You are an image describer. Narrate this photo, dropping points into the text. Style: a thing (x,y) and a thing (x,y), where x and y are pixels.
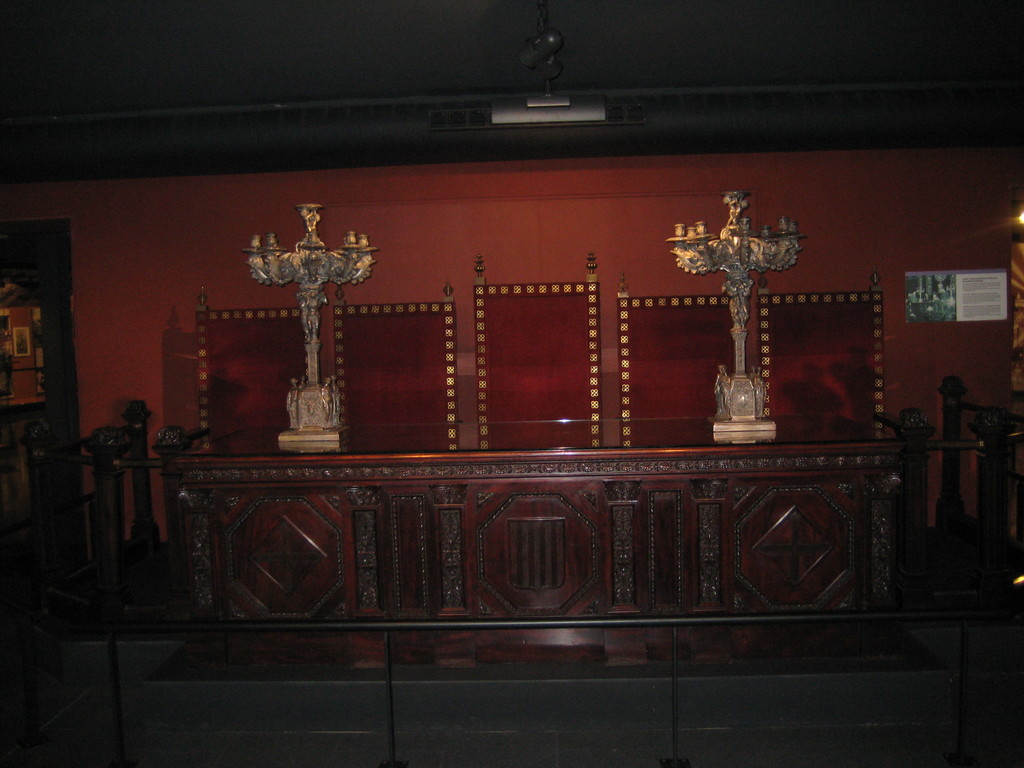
In this image in front (487,620) there is a metal fence (720,619). In the center of the image (673,496) there is a wooden desk (475,487). On top of it there are two objects (734,394). Behind the table (554,462) there are chairs (380,363). In the background of the image (589,236) there is a wall (774,190) with the poster (933,298) on it. On the right side of the image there is a light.
